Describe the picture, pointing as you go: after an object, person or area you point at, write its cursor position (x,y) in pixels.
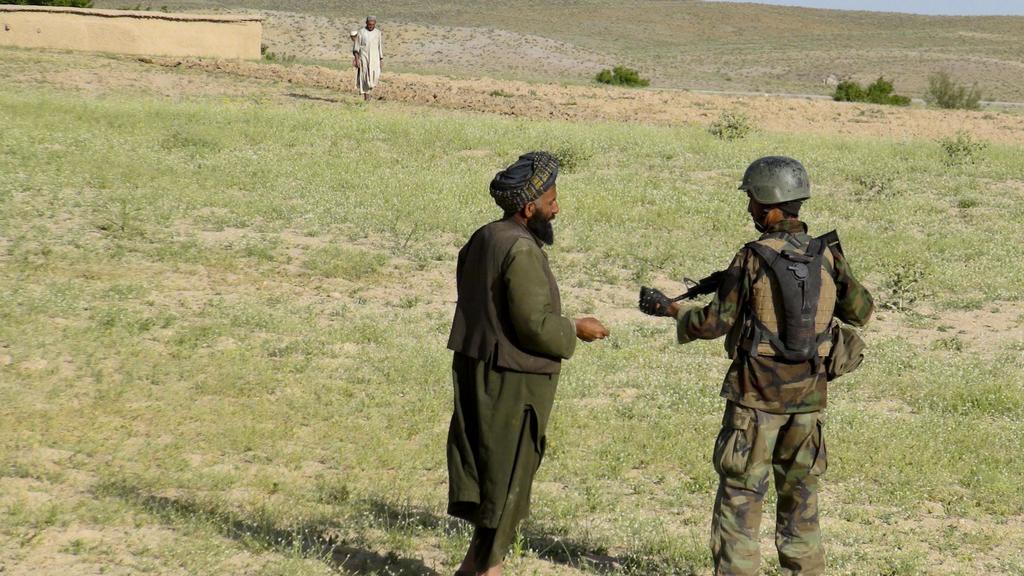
In this image there are two persons (592,337) standing on the surface (653,448) of the grass (627,437), one of them is holding a gun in his hand (663,302). In the background (369,54) there is a person (355,57) standing and a wall (215,33).
